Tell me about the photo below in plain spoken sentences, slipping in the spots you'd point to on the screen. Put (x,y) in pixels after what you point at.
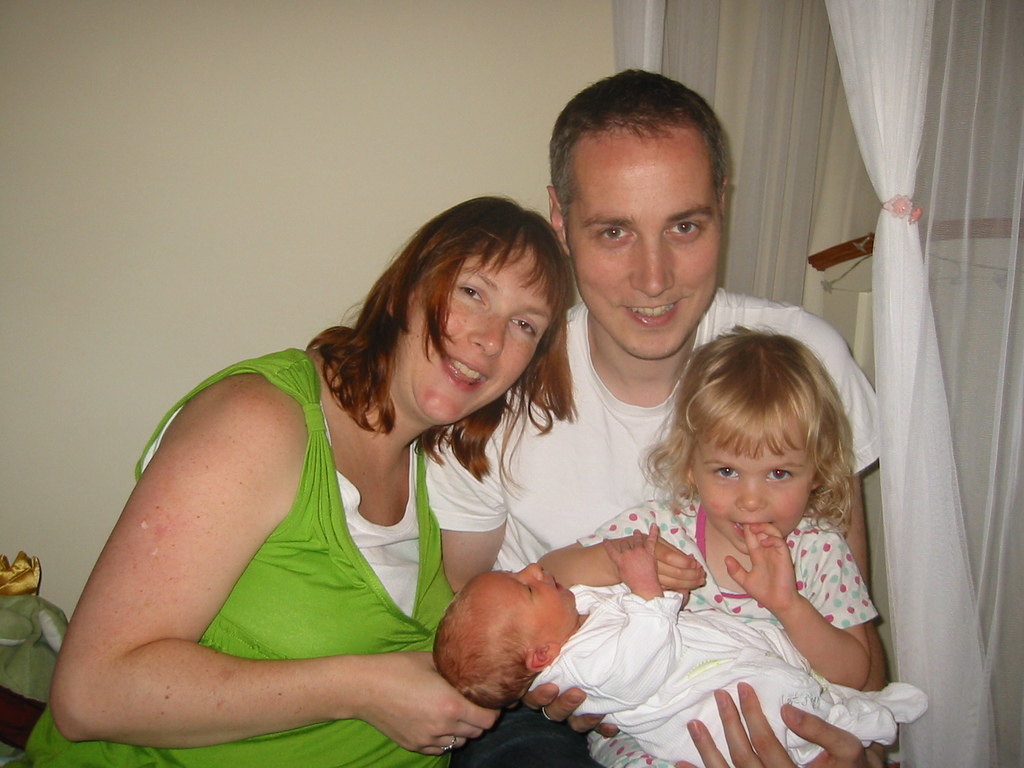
In this image we can see few persons (397,523). Behind the persons (492,441) we can see a wall (536,189). On the right side (935,62), we can see a curtain (948,557). In the bottom left (39,620) we can see an object (29,634).
